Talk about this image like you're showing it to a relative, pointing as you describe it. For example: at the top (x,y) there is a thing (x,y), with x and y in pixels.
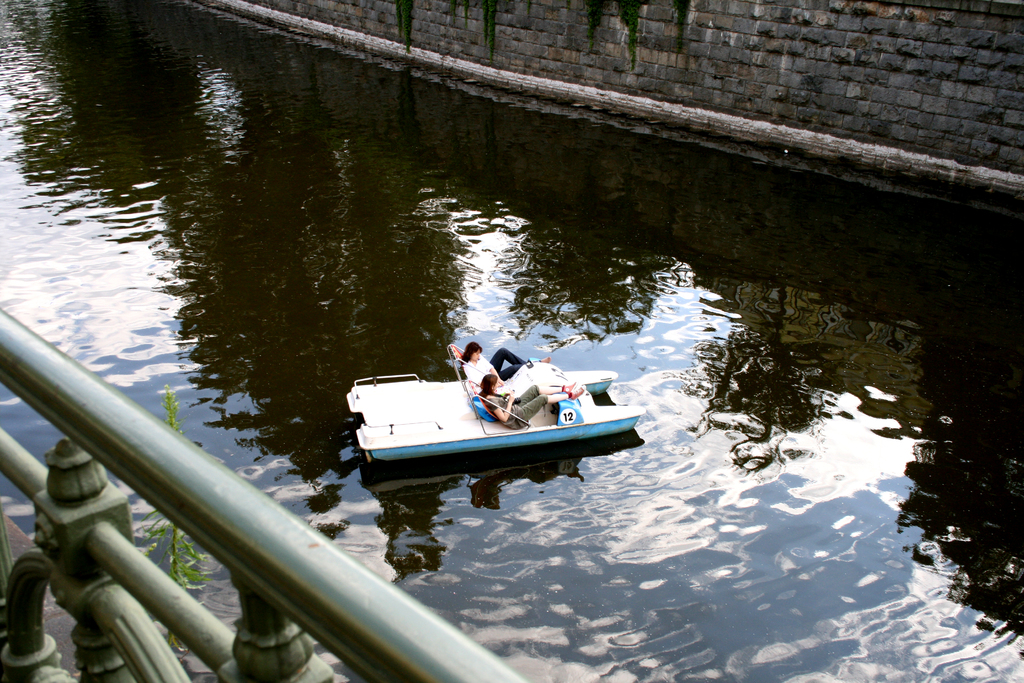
In the center of the image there are two ladies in a boat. there is water (267,239). At the background of the image (504,72) there is a wall (885,107). At the left side of the image (56,493) there is a railing (177,623).
